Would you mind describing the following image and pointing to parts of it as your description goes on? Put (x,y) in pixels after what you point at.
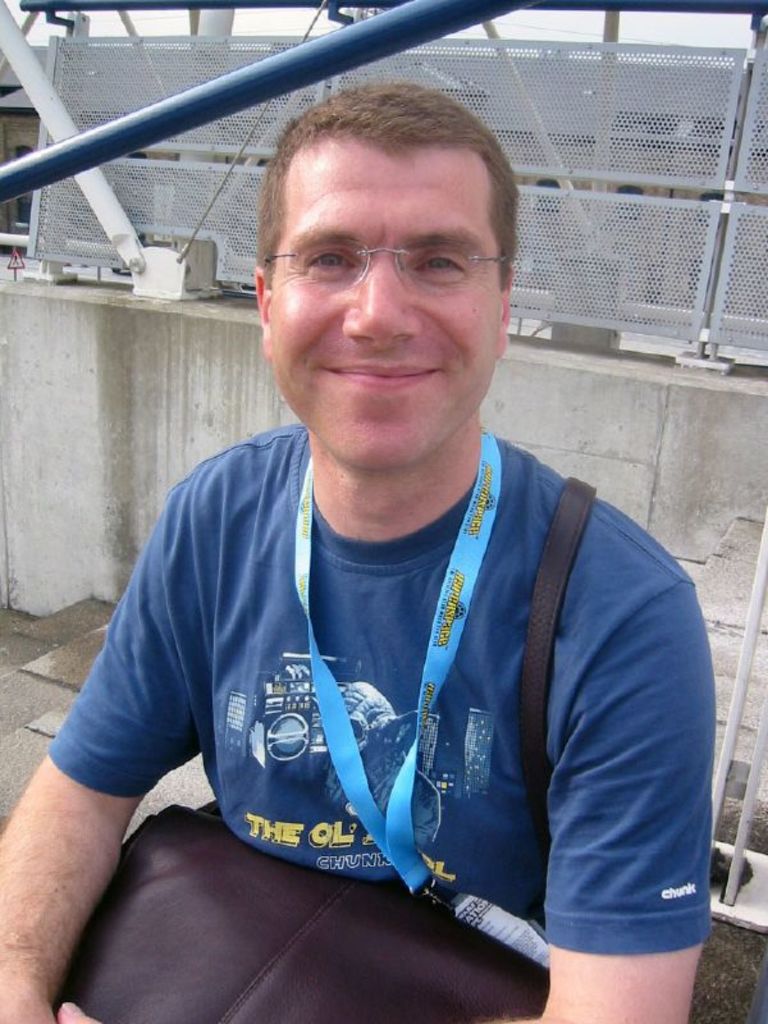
In this image there is a man (407,825) towards the bottom of the image (419,852), he is wearing a T-shirt (420,670), he is wearing a bag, there is a metal object (301,82) towards the top of the image (304,55), there is a wall (703,408) behind the man (409,98), there is a building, there is an object (717,798) towards the right of the image (753,631), there is the sky (548,26).
